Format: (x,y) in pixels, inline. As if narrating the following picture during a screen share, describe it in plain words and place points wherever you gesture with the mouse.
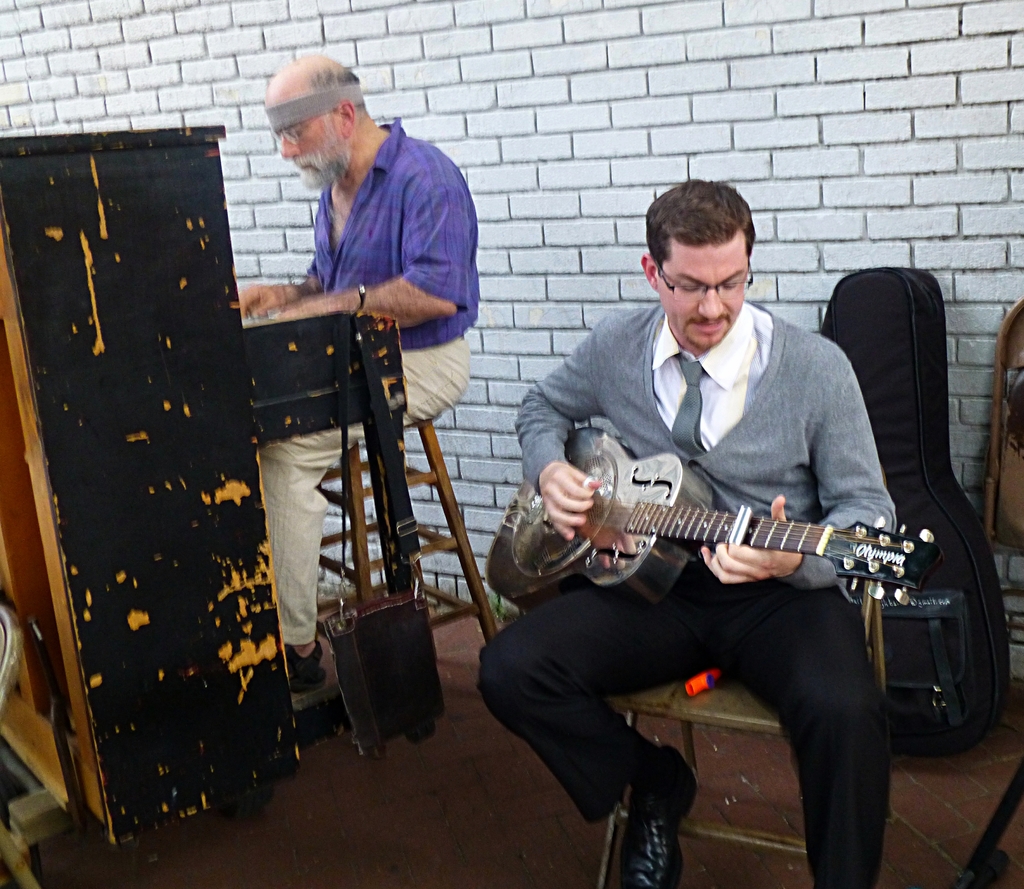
In this picture there is a person (446,309) sitting on the left (214,658) playing the piano (301,333) and another person (829,494) sitting on the right (787,476) playing the guitar (790,547).
